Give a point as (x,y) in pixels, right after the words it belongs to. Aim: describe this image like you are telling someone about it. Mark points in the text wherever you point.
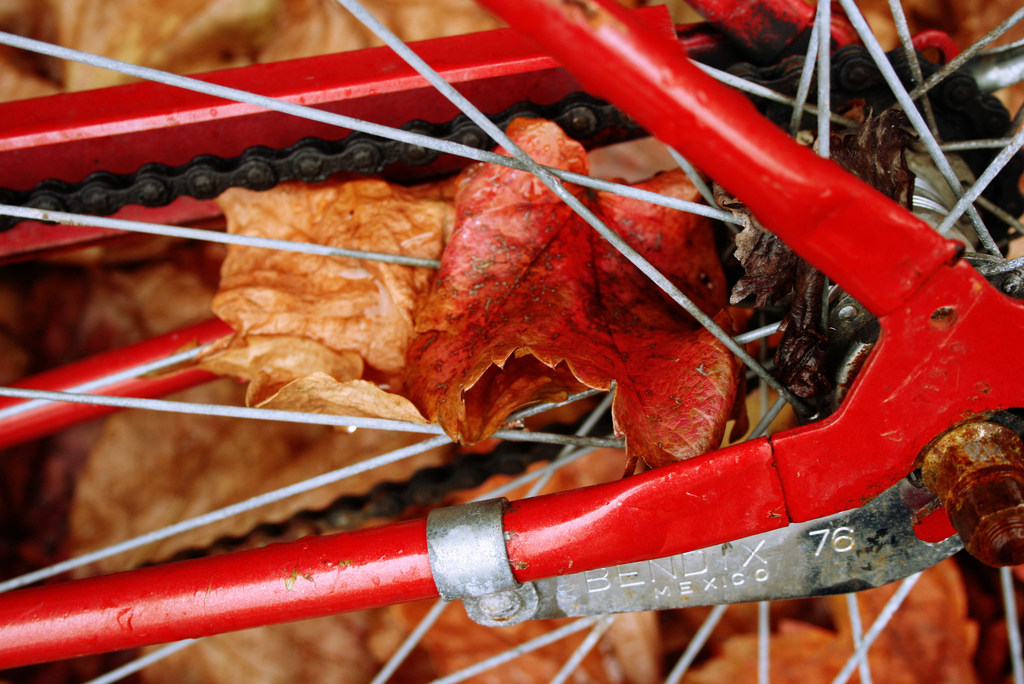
In this image I can see cycle part (606,69), in the part (396,182) I can see spokes (481,118), fork (523,537), chain (457,119) and leaves (594,292) on spokes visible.
